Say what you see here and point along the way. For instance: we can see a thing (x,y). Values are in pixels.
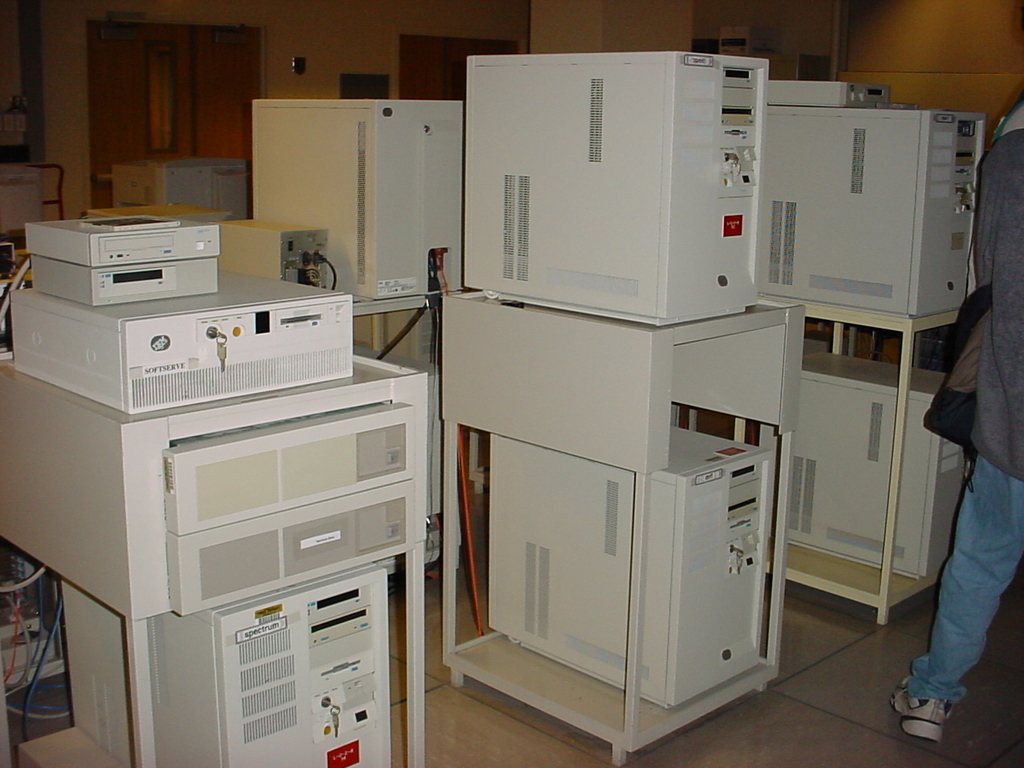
There are many electronic devices (311,478) on the stands (501,348). And a person (980,552) is standing on the right side (983,542). In the back (277,47) there's a wall (800,33).
